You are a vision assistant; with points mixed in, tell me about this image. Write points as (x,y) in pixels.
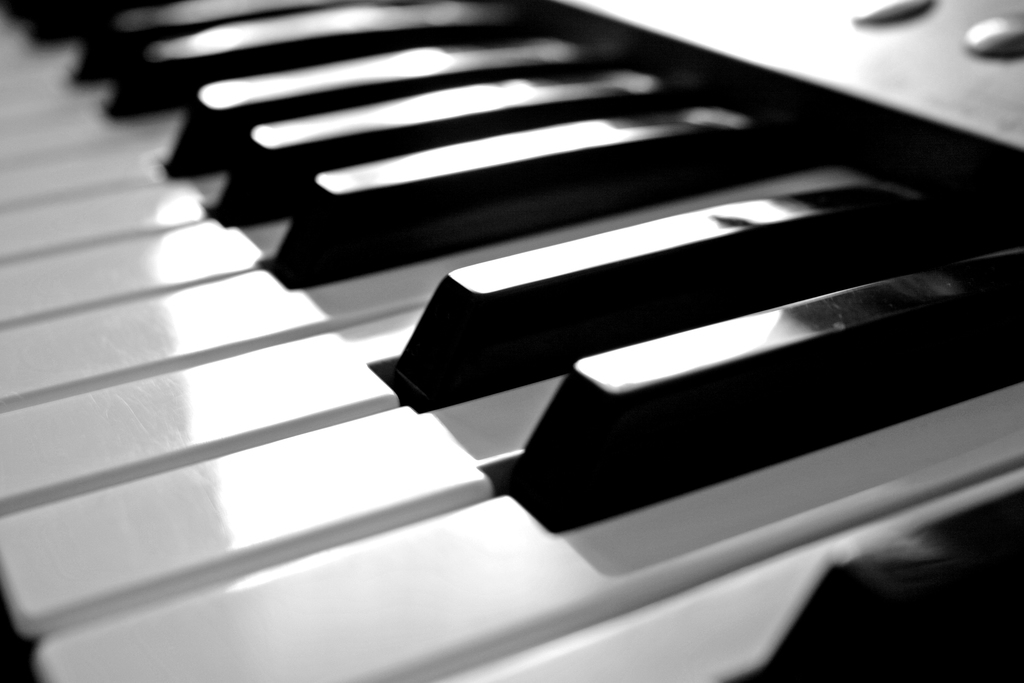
This is the picture of the piano keys (756,431) in the piano (250,510).
